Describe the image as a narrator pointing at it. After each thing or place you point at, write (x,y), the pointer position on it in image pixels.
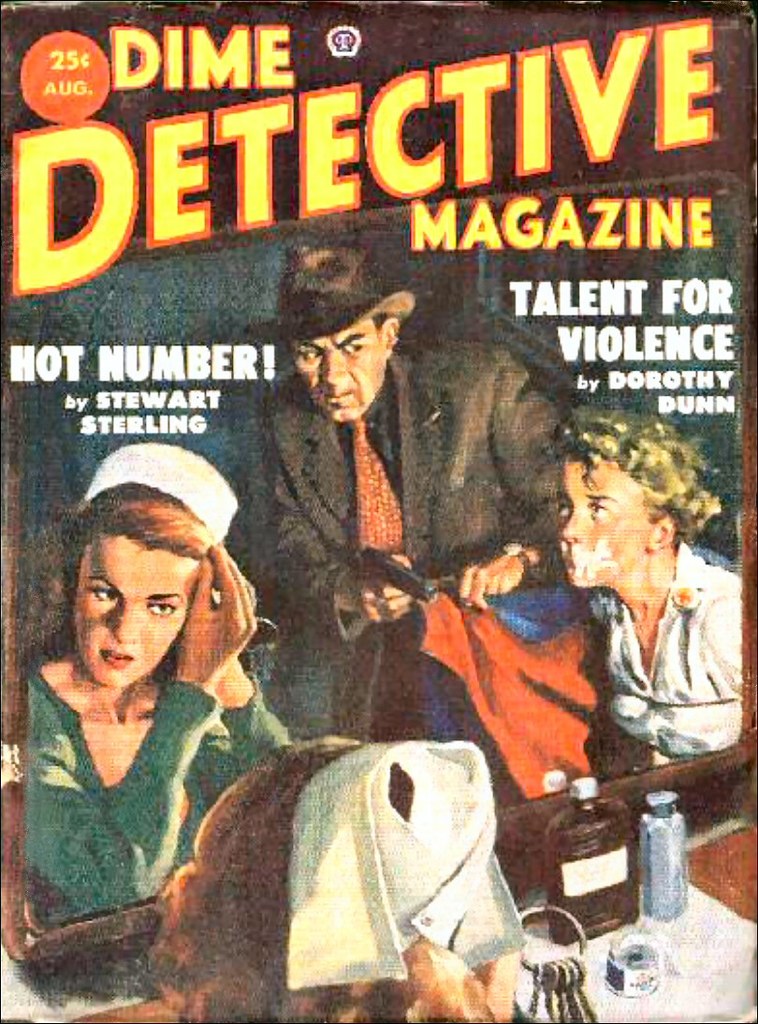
This is a poster and here we can see images of some people (447,493) holding objects (368,549) and one of them is wearing a cap (211,486) and we can see a mirror (533,824) and some bottles (552,891) and some other objects (564,944) and we can see some text (190,79) and a logo (353,40).
